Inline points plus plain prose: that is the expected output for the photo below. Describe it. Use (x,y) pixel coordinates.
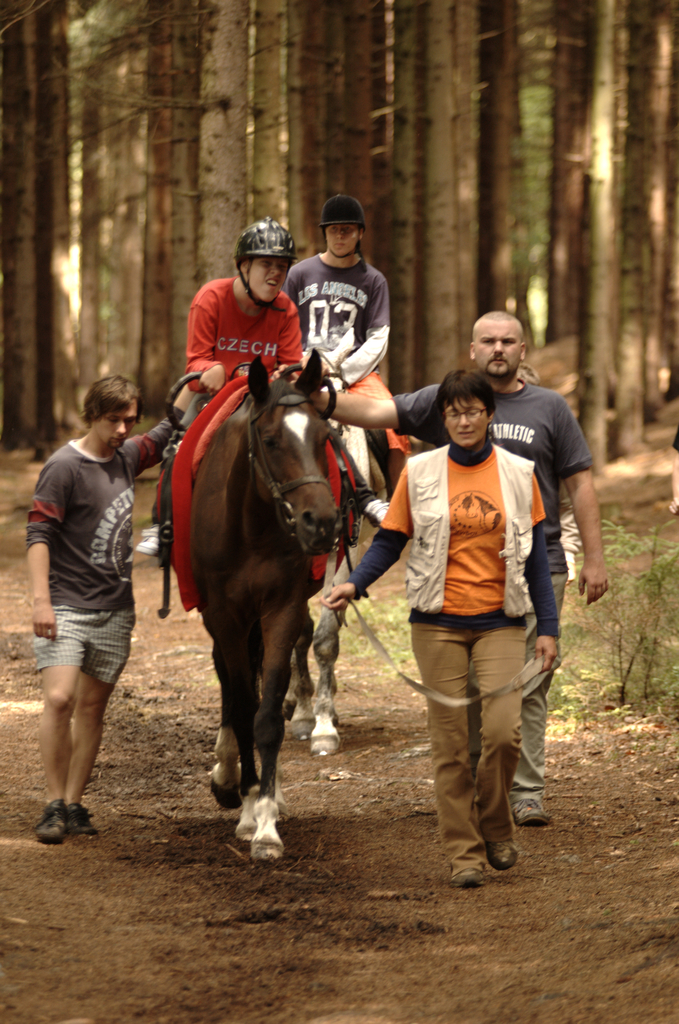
In this picture we can see few people (448,656) walking with the horses (275,629). And there are two persons (355,228) sitting on the horses (271,465). They wear helmet (325,226). And on the background (321,249) there are trees (394,171).
